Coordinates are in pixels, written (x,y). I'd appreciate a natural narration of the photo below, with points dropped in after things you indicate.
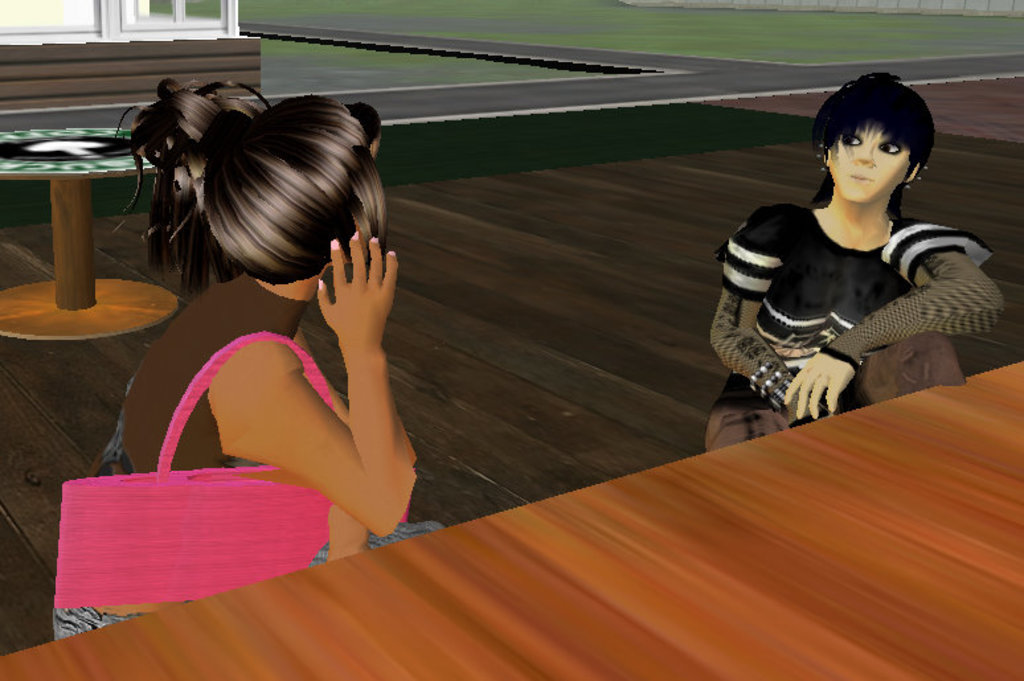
This is an animated image in this image there are two women (749,388) sitting on chairs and talking with each other, in front of them there is a table (621,621), behind them there is a road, on the other side of the road (274,29) there is a building (144,71) and there's grass (603,38) on the surface (869,15).
